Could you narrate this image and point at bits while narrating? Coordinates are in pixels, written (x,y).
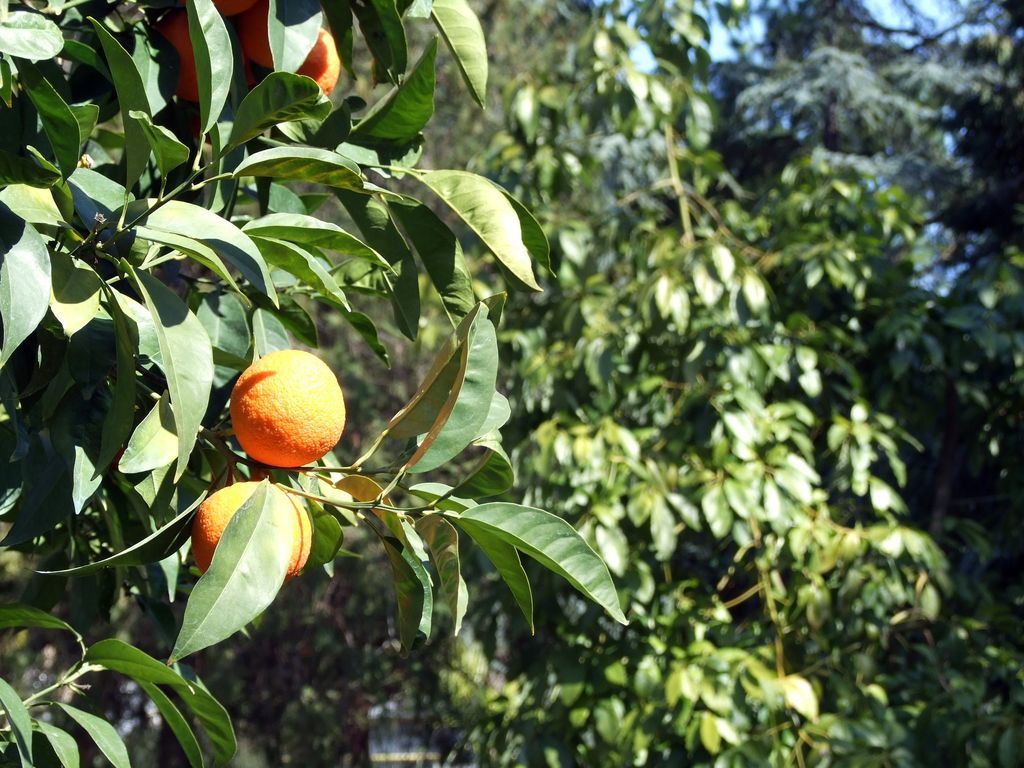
On the left side (115,205) there are oranges (186,15) on a tree (100,222). In the background (611,313) there are many trees (654,527).
